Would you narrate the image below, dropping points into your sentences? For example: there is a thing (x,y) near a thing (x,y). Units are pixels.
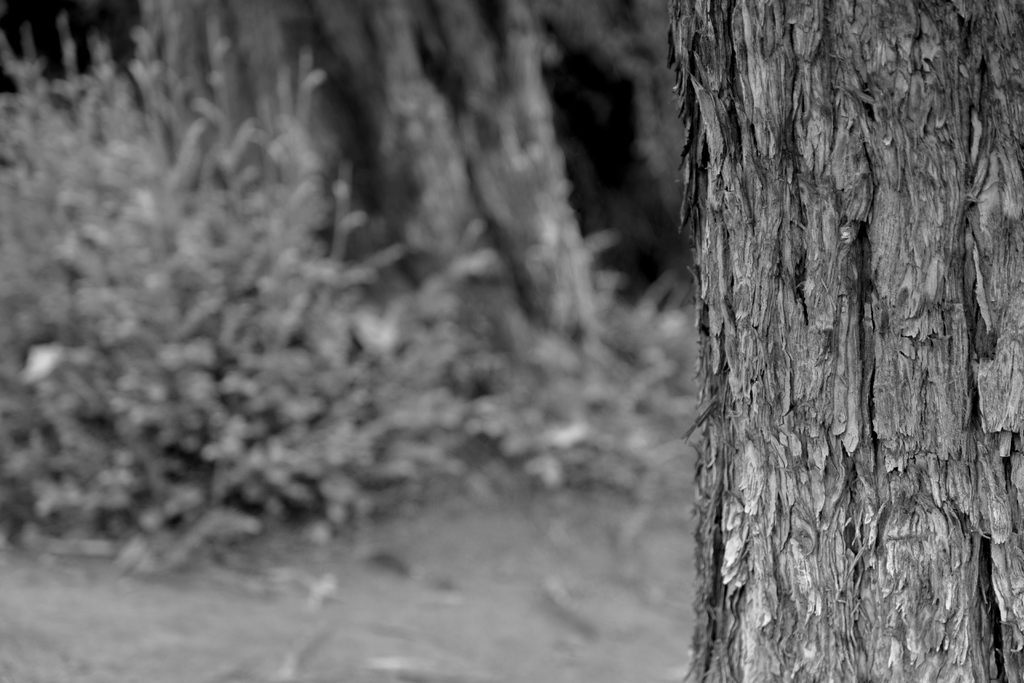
In the foreground of the picture (782,358) it is bark (764,512) of a tree (732,310). In the background (373,231) there are plants (289,366), dry leaves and trees (493,289).
